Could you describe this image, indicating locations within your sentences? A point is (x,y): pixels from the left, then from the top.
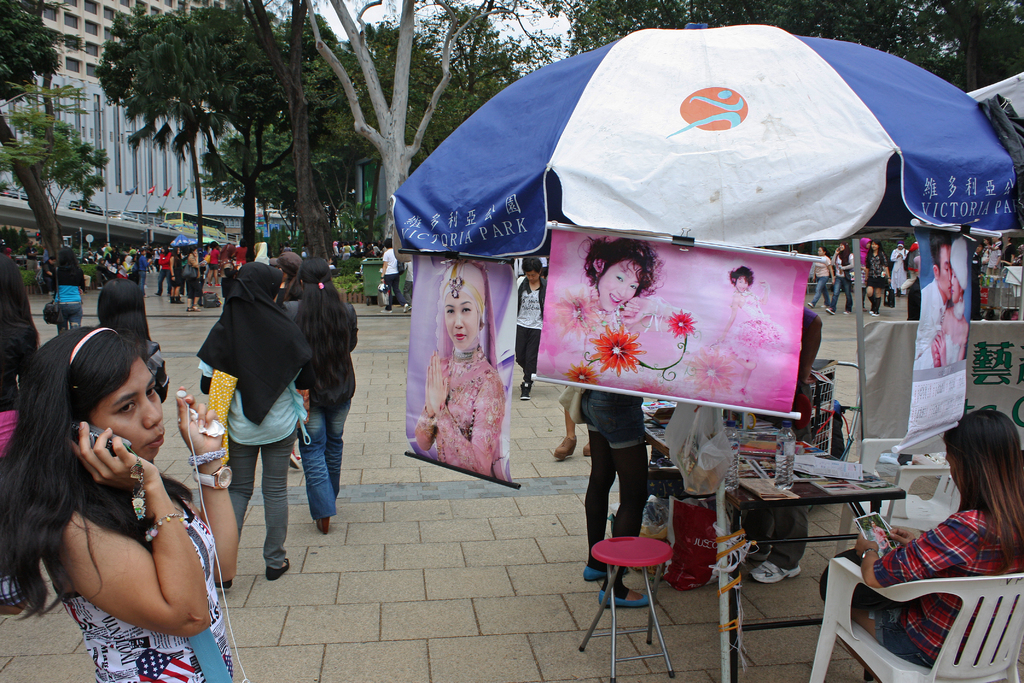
In the center of the image (630,416) we can see people (299,401) standing and walking. In the background (302,229) there are trees (155,105) and buildings (97,116). On the right (723,105) there is a parasol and a table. We can see a lady (935,639) sitting. There are boards (787,344).
